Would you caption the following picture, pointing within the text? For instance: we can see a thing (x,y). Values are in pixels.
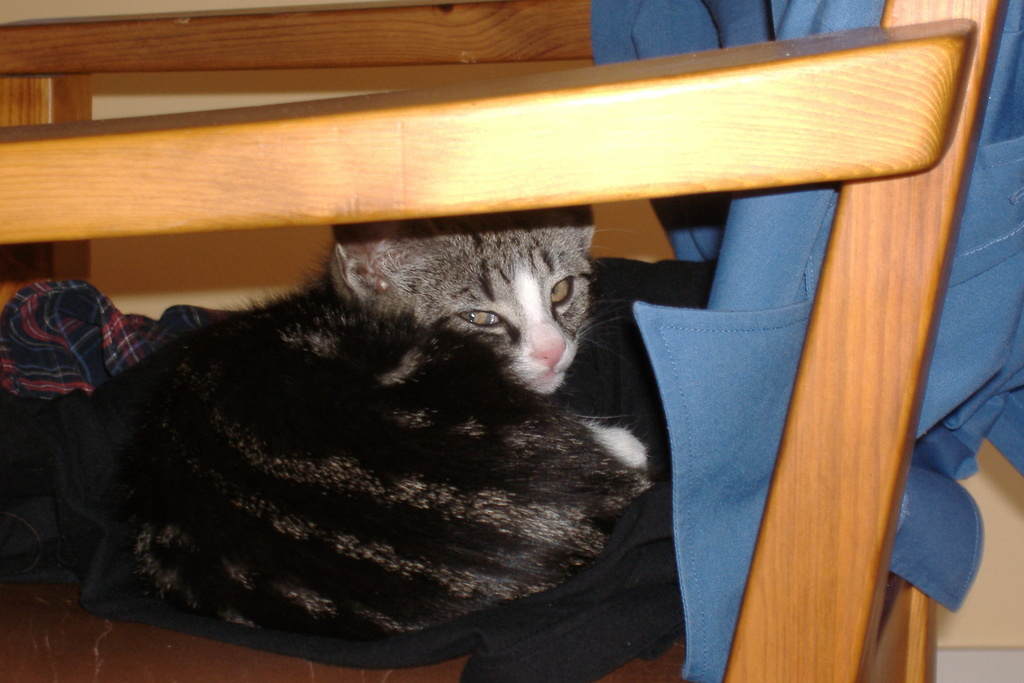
In this image we can see a cat (354,313) laying on a black cloth (621,620) placed on a chair (856,388). In the background (950,562) we can see a blue shirt (710,243).
